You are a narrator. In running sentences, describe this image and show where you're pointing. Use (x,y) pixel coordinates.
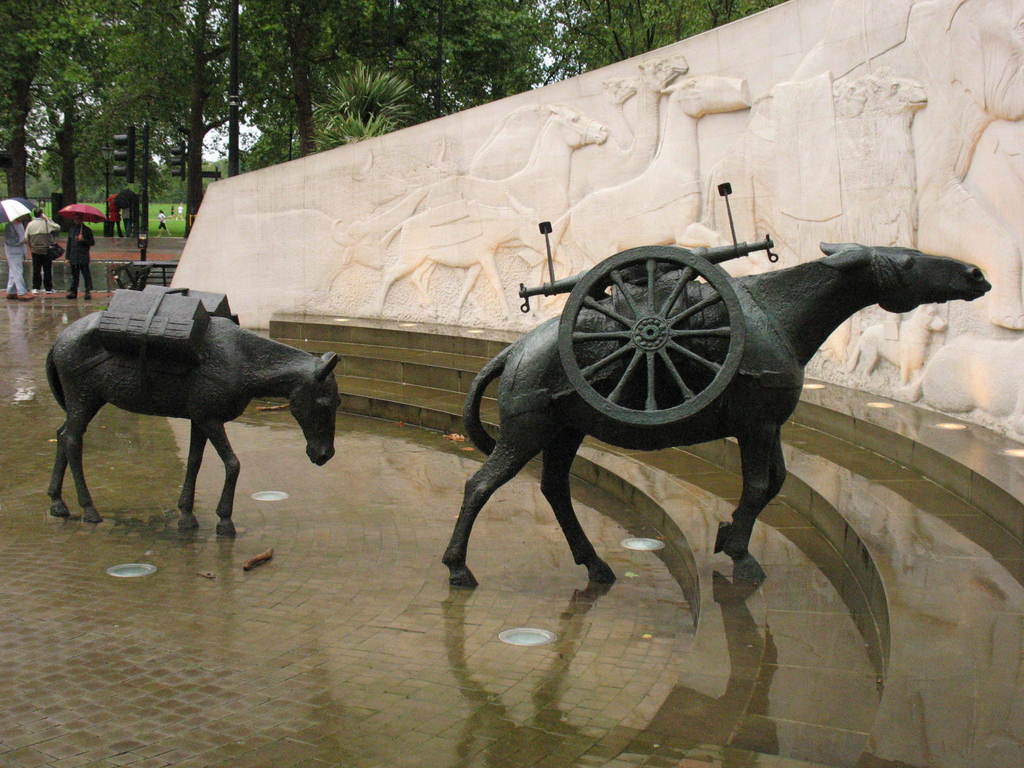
This is the picture of a place (494,498) where we have two statues (105,369) and a wall (830,183) to which there are some sculptures (504,214) and around there are some people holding the umbrellas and some trees (339,69) and plants (394,123).
